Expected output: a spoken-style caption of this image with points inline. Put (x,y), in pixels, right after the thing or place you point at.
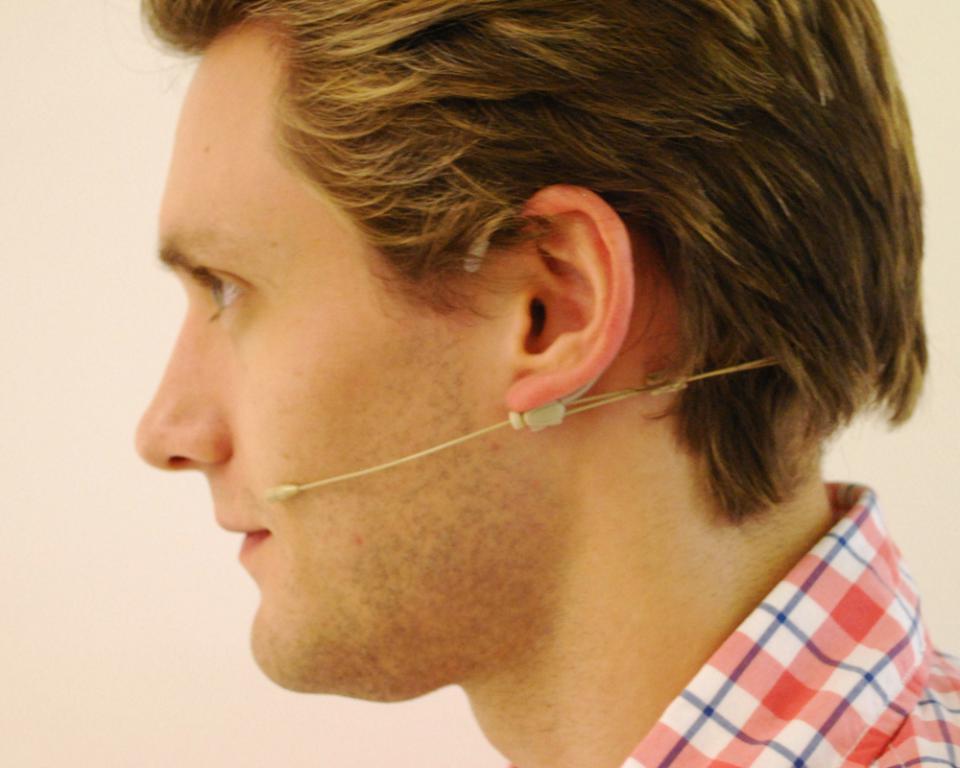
In this image we can see a persons face (530,436) who is wearing red color dress (745,728) and attach a microphone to his ear (535,326).
